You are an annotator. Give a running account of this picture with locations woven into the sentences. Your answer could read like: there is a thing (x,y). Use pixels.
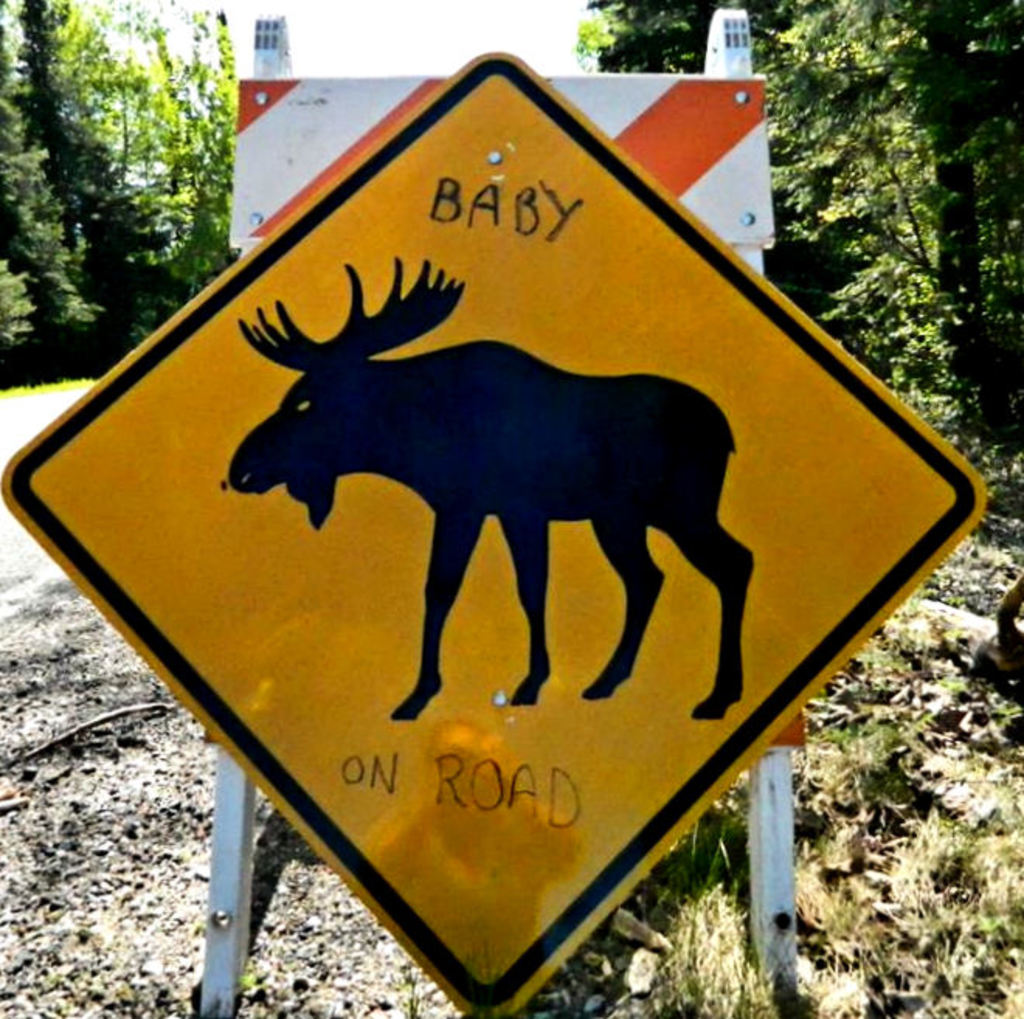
In this image, we can see a board (452,633) with poles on the ground (882,756). Here we can see grass (958,688) and road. Background (881,106) there are few trees (938,228) and plants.
